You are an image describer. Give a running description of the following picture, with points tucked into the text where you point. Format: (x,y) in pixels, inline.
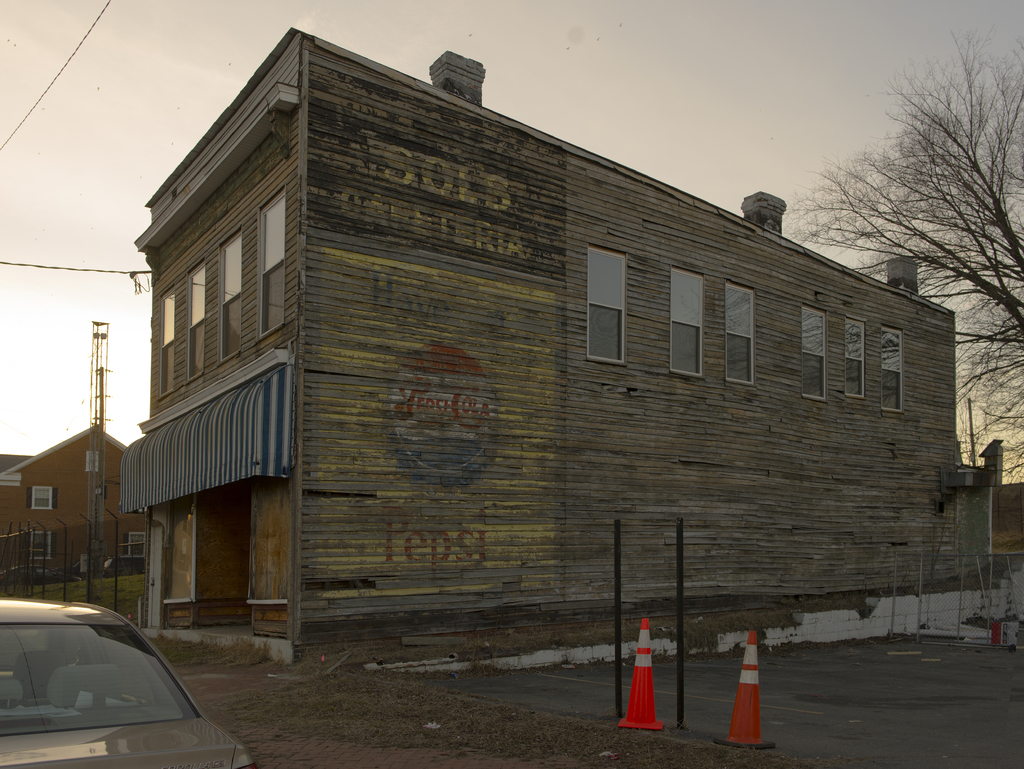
In this picture we can see the buildings (563,433). At the bottom (641,681) there are two traffic cones (639,668) near to the pole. On the right (1004,436) we can see the trees (1004,436). In the bottom left corner (158,660) there is a car (102,701), beside that we can see fencing (104,550) and grass (132,601). In front of the red color building (65,463) there is a tower (95,488). On the left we can see the electric wires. At the top (552,79) we can see sky (590,69), clouds (672,74) and birds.
